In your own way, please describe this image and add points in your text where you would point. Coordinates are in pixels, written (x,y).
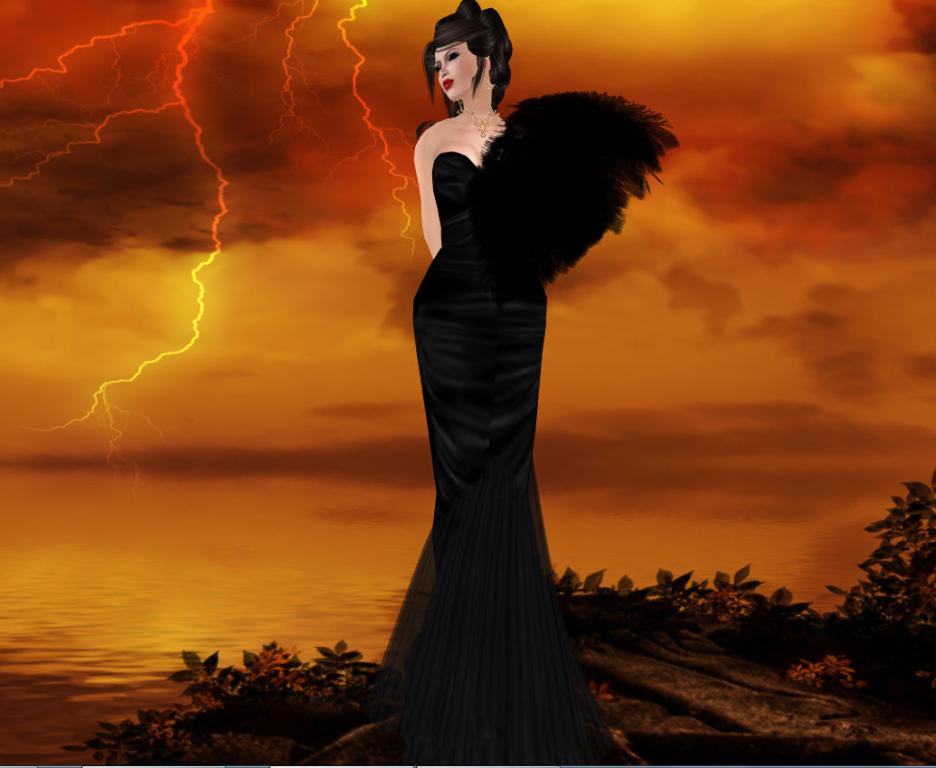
This is an animation picture. Here I can see a woman (474,694) is standing on the ground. In the background (347,321) I can see the sky (319,361), the water (364,571) and plants (815,639).
